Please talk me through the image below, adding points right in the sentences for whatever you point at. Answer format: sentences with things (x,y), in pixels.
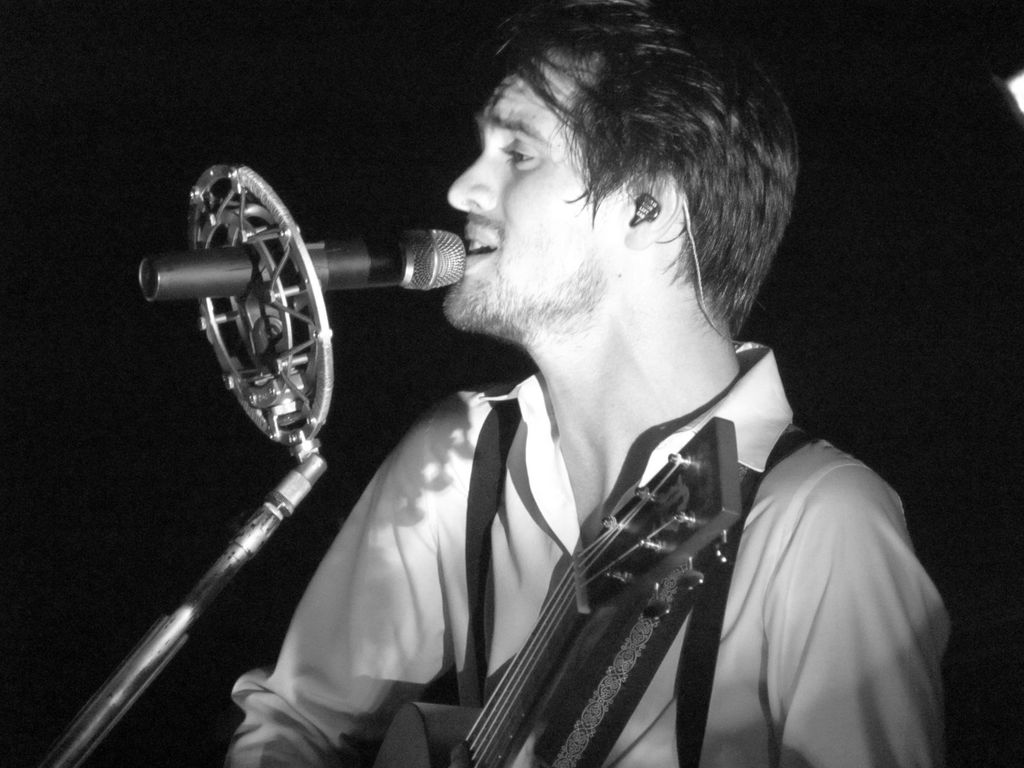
In this image there is a person (602,459) holding a musical instrument (580,638) and singing and there's a mic (273,343) in front of the person (478,273).
